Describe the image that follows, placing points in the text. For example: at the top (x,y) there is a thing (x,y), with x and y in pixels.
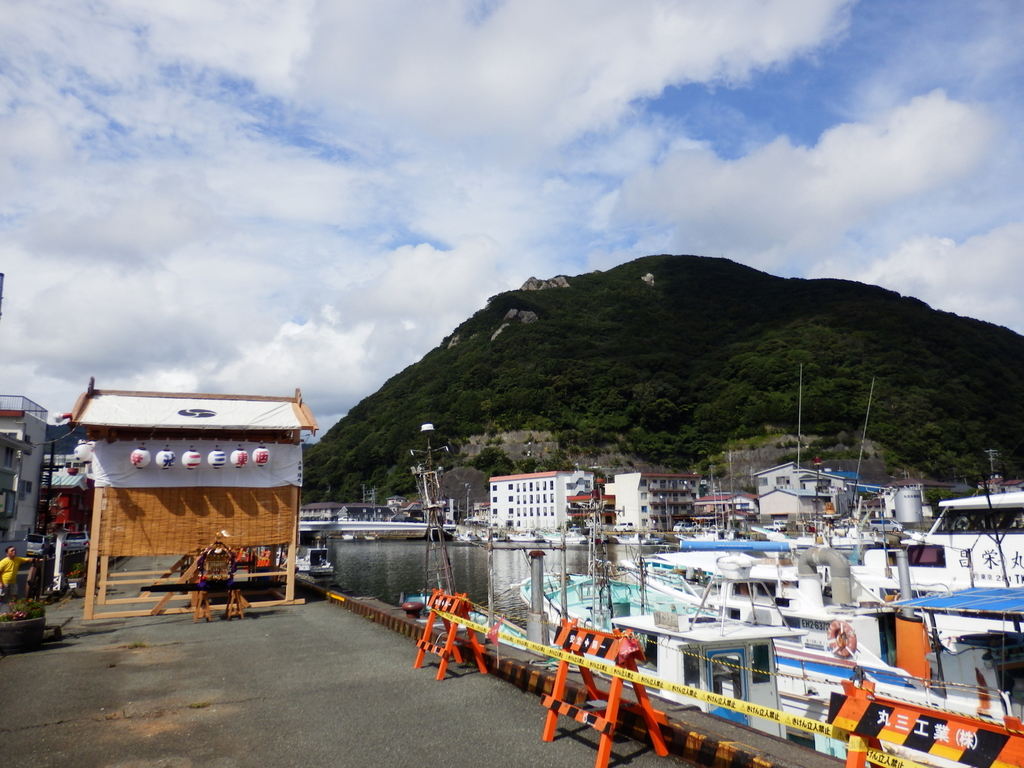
In the picture I can see boats (610,577) on the water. In the background (660,419) I can see trees (555,425), barricades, buildings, the sky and some other objects (205,529).
